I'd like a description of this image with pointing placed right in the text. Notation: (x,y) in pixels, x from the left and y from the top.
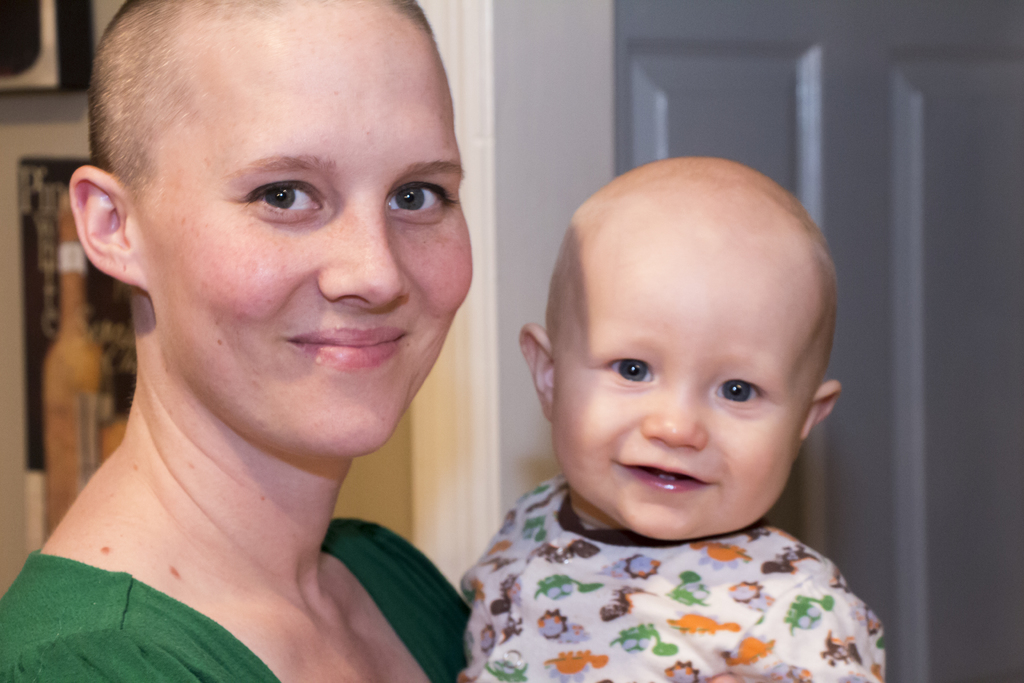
In this picture we can see a woman (268,434) and a child (616,515), in the background (861,94) there is a door (817,90).
